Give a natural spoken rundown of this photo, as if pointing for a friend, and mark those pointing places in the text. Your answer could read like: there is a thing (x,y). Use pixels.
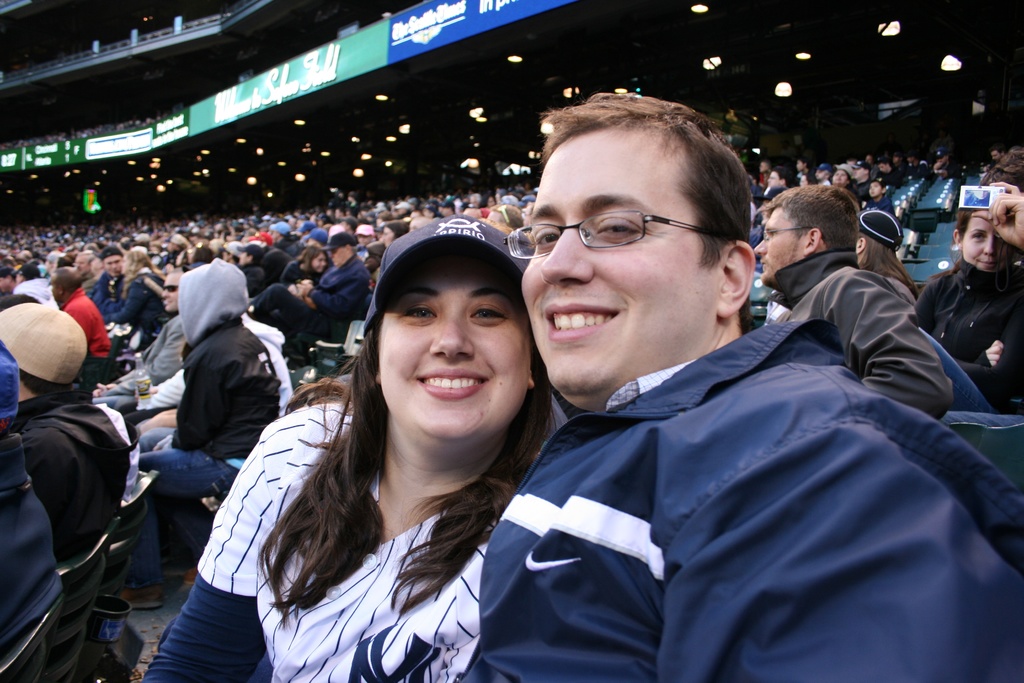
In this image I can see many people (345,416) with different color dresses (133,289). I can see few people (334,279) with caps (373,309). In the background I can see the boards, lights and the railing (109,54).
